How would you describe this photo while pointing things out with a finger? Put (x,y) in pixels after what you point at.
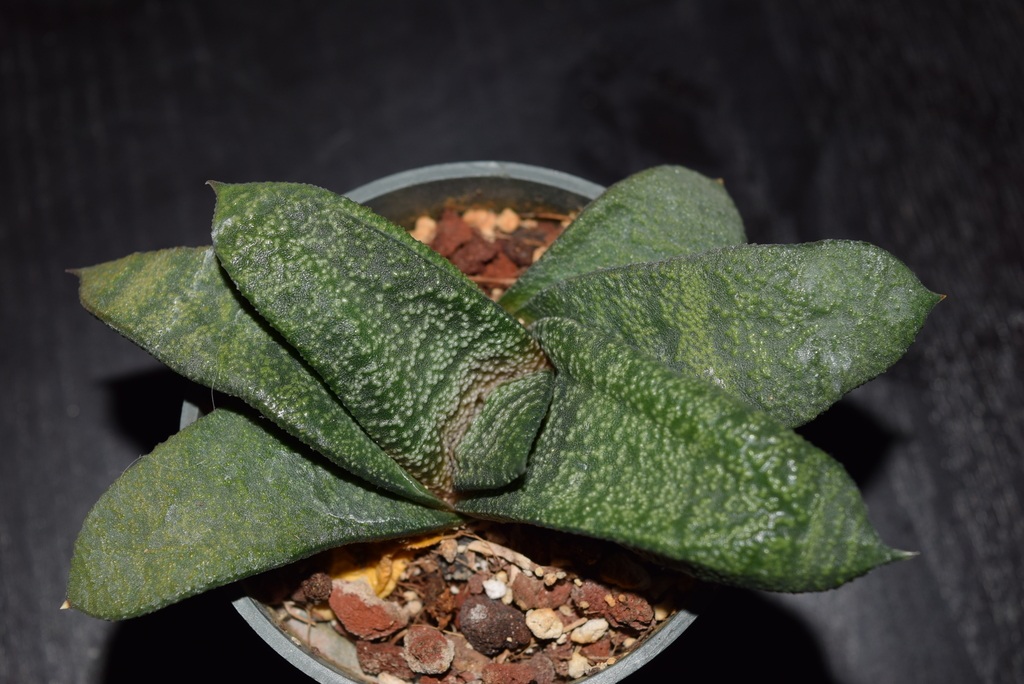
Here there is a plant (513,402), where there is black color back ground (639,62).
